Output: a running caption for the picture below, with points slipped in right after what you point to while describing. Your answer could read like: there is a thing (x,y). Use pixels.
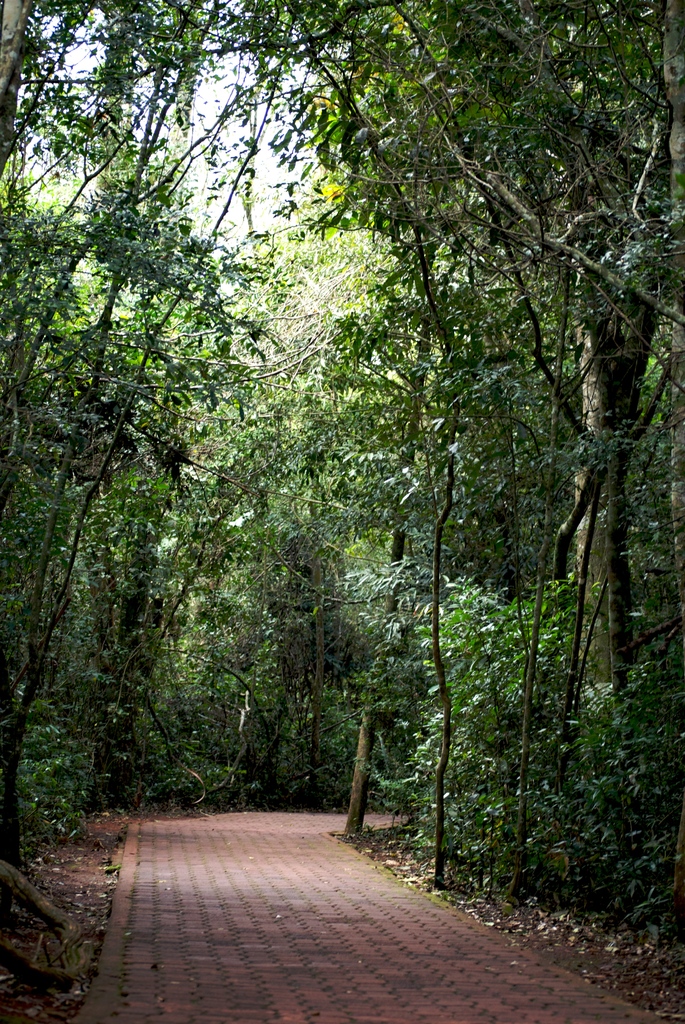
In this image we can see the trees (317,510), dried leaves (594,938) and also the path (261,855). We can also see the sky (266,183).
